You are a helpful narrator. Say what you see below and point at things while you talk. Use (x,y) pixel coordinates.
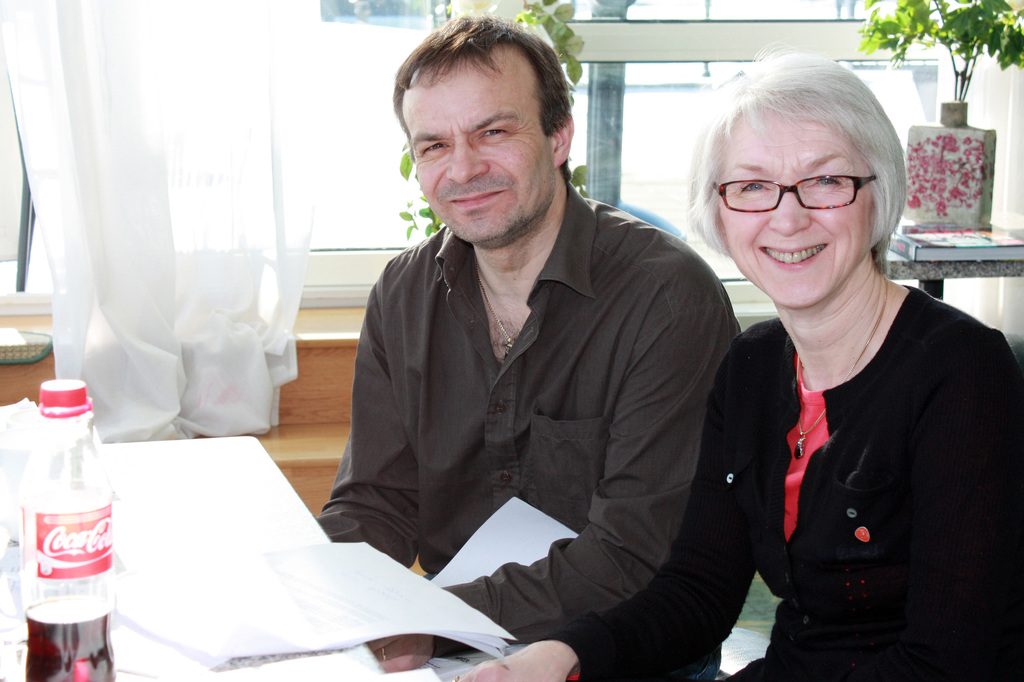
In this picture these two persons (696,389) sitting. We can see papers (190,619), bottle (60,595). On the background (264,73) we can see glass window (362,111) and curtain (256,69). This is plant (968,58).
